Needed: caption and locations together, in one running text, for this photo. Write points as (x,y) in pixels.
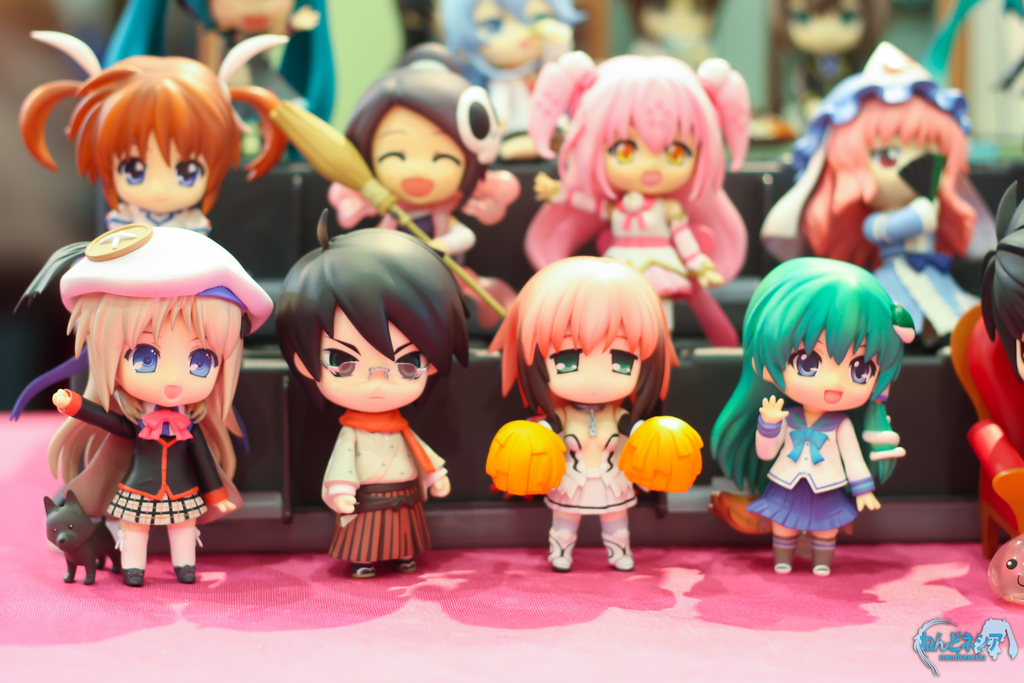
In this picture, we see the toy dolls (570,188) or the figurines (718,260). At the bottom (573,622), it might be a table (536,627) which is covered with the pink color cloth (199,605). This picture is blurred in the background (805,86).
